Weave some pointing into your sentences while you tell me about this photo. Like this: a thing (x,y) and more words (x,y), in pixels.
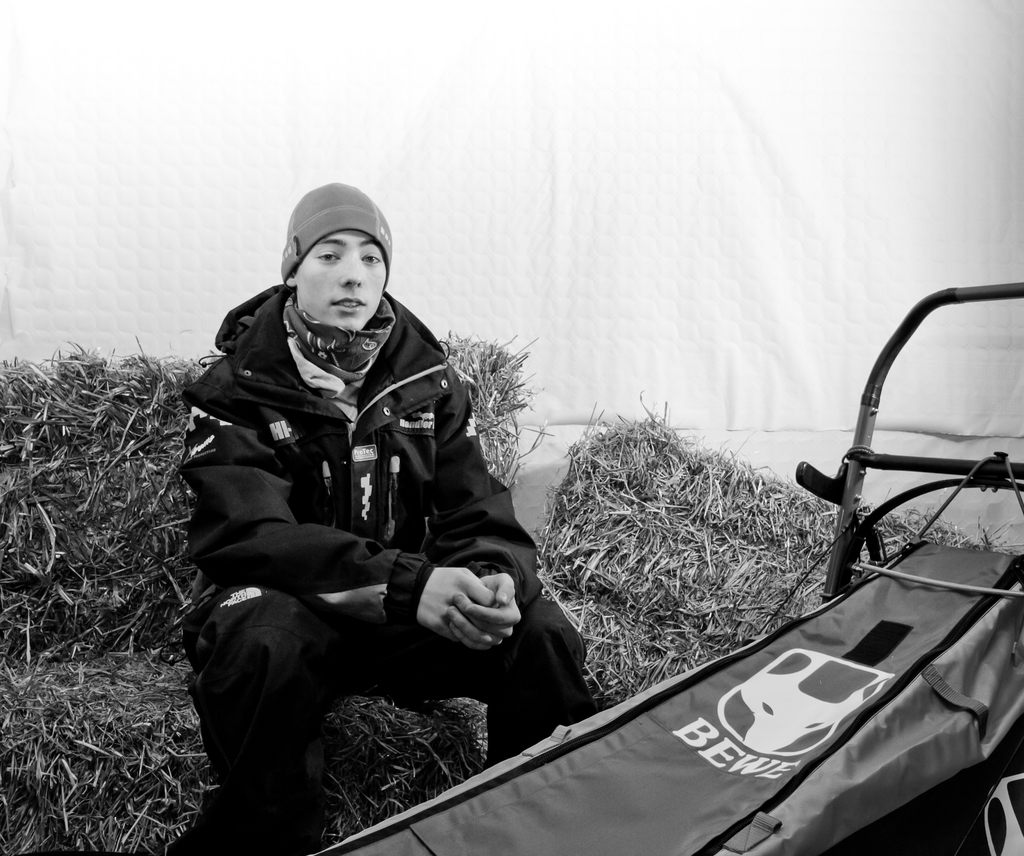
In this image in the front (753,667) there is a bag (789,772) with some text (751,767) written on it and in the center (356,541) there is a person (308,546) sitting on the grass (18,646). In the background (334,173) there is an object (725,212) which is white in colour.
